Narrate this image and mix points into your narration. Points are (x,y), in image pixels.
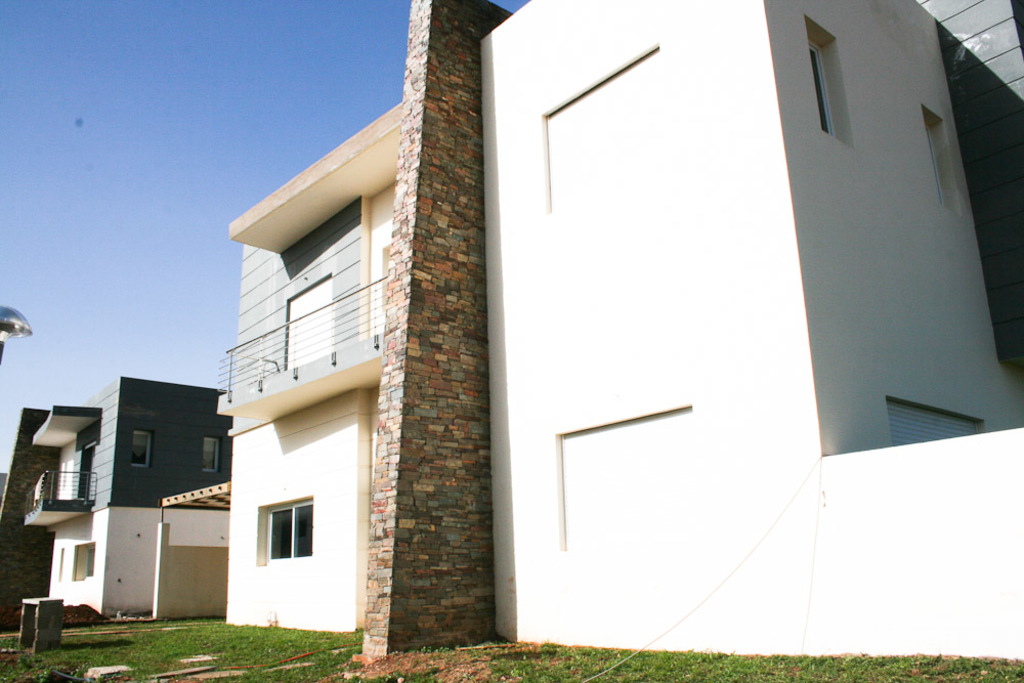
In this image I can see there are buildings (149,565) and railings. And there is a block (54,632) and a grass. And at the top (172,77) there is a sky (200,131).
